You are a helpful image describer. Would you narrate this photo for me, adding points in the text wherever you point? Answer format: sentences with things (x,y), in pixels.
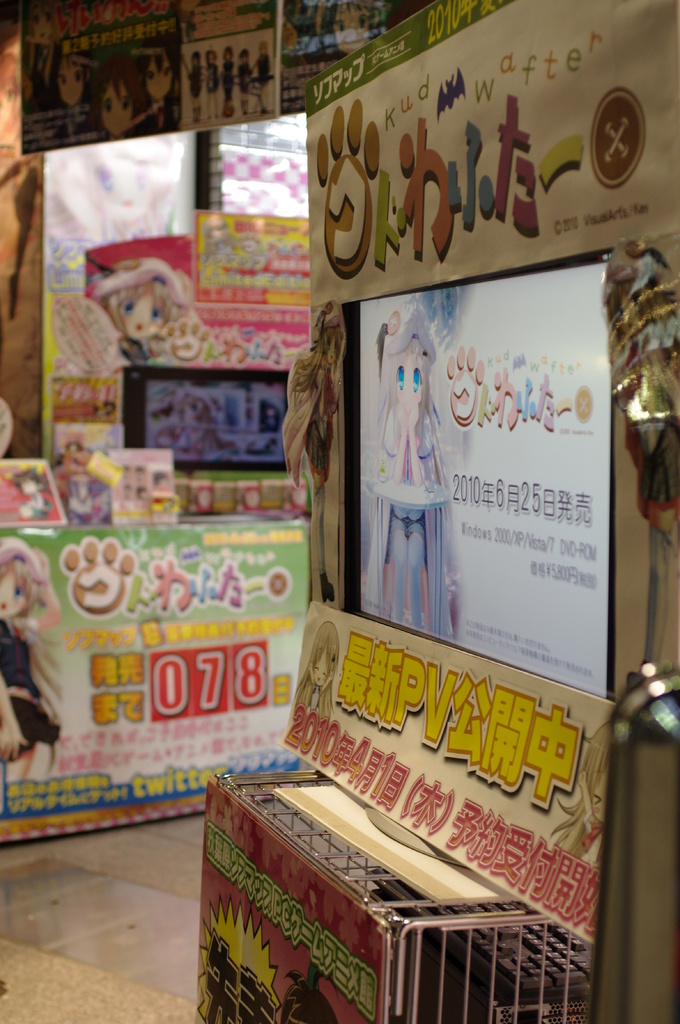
In this picture, there are boards (310,699), banners (141,161), posters (164,74) with some text (486,190) and pictures (90,214).
